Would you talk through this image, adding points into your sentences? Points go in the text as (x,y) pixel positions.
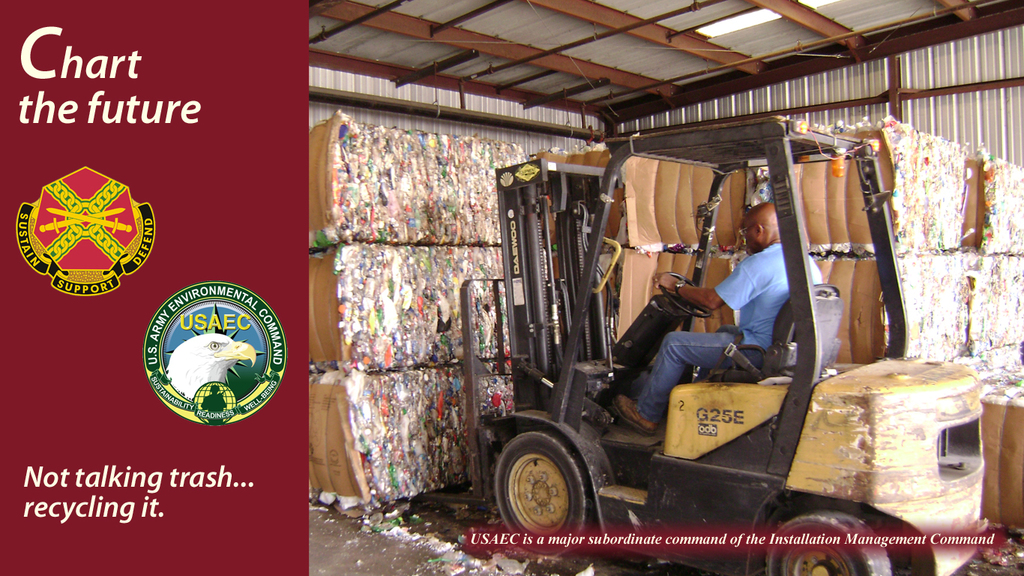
In this image, we can see a person (737,334) sitting in the vehicle (791,329) and in the background (436,170), there is waste (932,226). On the left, we can see some text (248,300) and at the top (528,52), there is roof (503,36).
